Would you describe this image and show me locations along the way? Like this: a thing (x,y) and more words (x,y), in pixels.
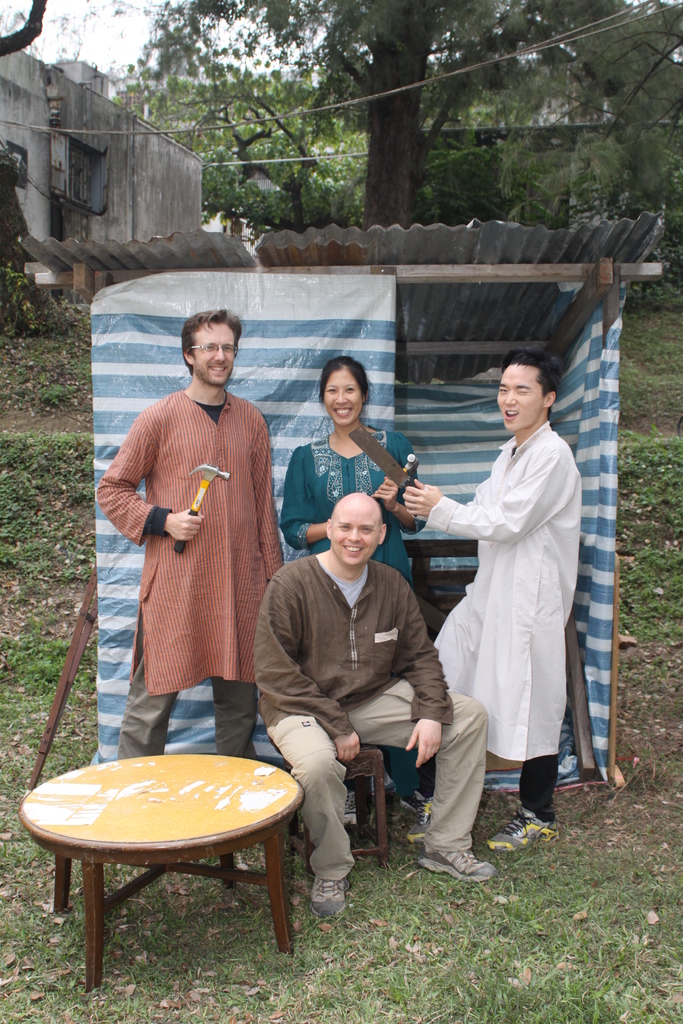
This is a picture taken on the ground (31,513) and there is a small tent house (278,256) is visible, in front of the house (364,320) there are the four persons (326,476) are visible and three persons (497,544) they are standing and they are smiling and one person (282,626) wearing a brown color shirt (291,631), he is smiling he is sitting on the chair (379,757) and in front of him there is a table (260,798), and the table (156,855) kept on the grass (65,979). Background (384,44) there is a tree (356,36) visible, there is a wall (22,112) visible left side (13,111) corner, there is a sky (63,11) visible left side (59,21) corner.
